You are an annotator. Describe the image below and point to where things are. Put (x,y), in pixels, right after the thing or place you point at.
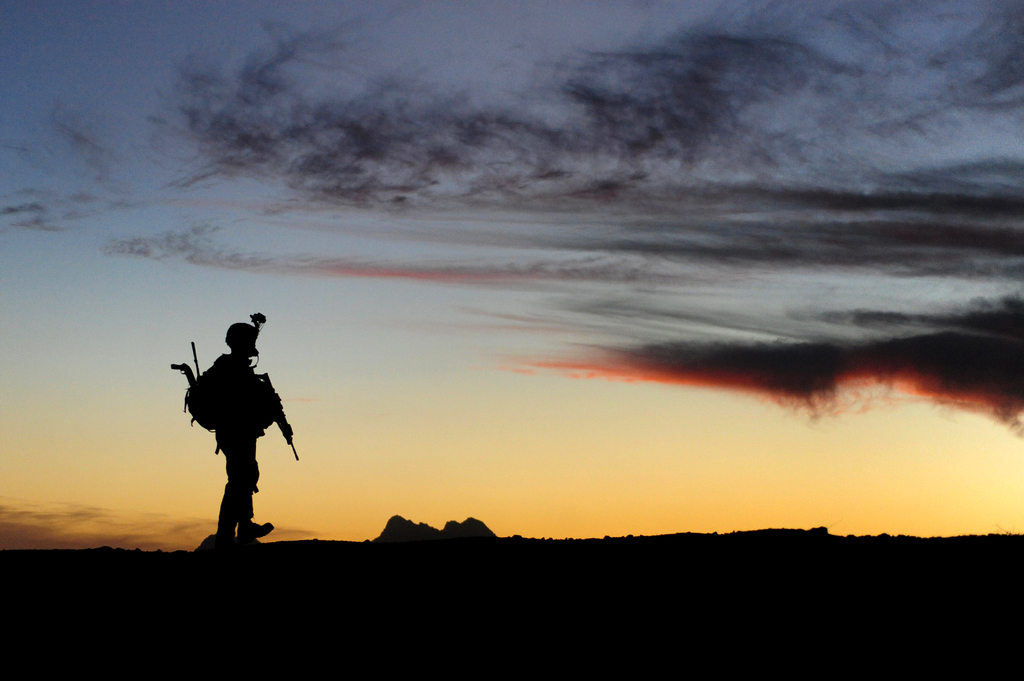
On the left side of the image (243,419) a person (246,402) is standing and wearing bag (210,399) and holding gun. At the bottom of the image (533,599) we can see rocks (394,538), ground (666,618). At the top of the image (700,205) clouds (552,320) are present in the sky (548,391).
